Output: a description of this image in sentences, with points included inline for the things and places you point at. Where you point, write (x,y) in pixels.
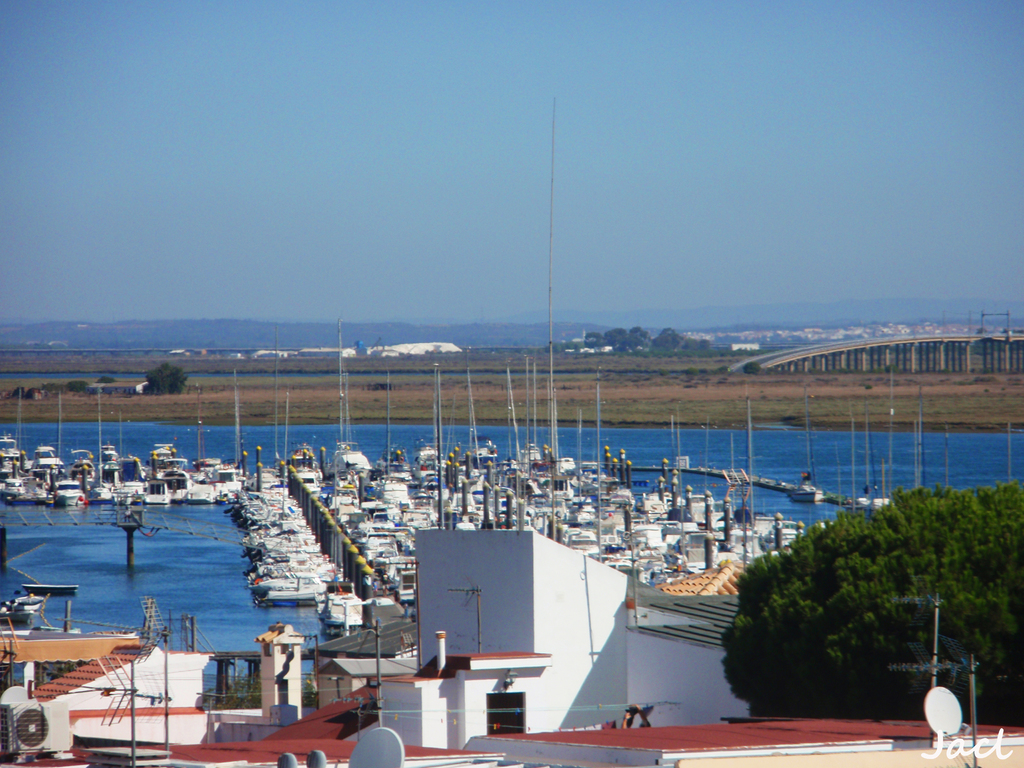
In this image there are so many boats (542,484) in the water (78,557), in front of that there is a harbor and trees (1023,527) and on the other side there is a empty land (585,391) with some trees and other things (866,344).
